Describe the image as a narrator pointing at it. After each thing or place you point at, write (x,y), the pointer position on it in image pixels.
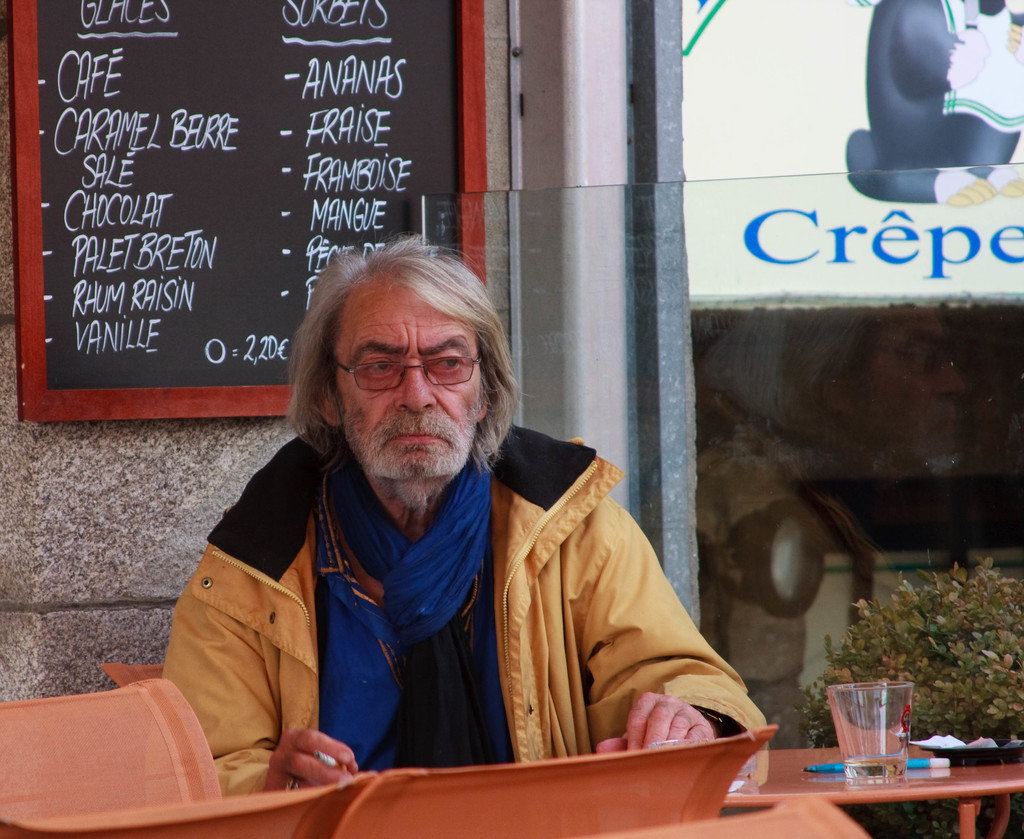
In this image there is a man (440,499) he is wearing brown color jacket (501,500) and sitting in a chair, in front of there is a table (774,775), on that table (817,776) there is a pen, glass (845,724), in the background (213,395) there is wall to that wall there is board (254,372).
